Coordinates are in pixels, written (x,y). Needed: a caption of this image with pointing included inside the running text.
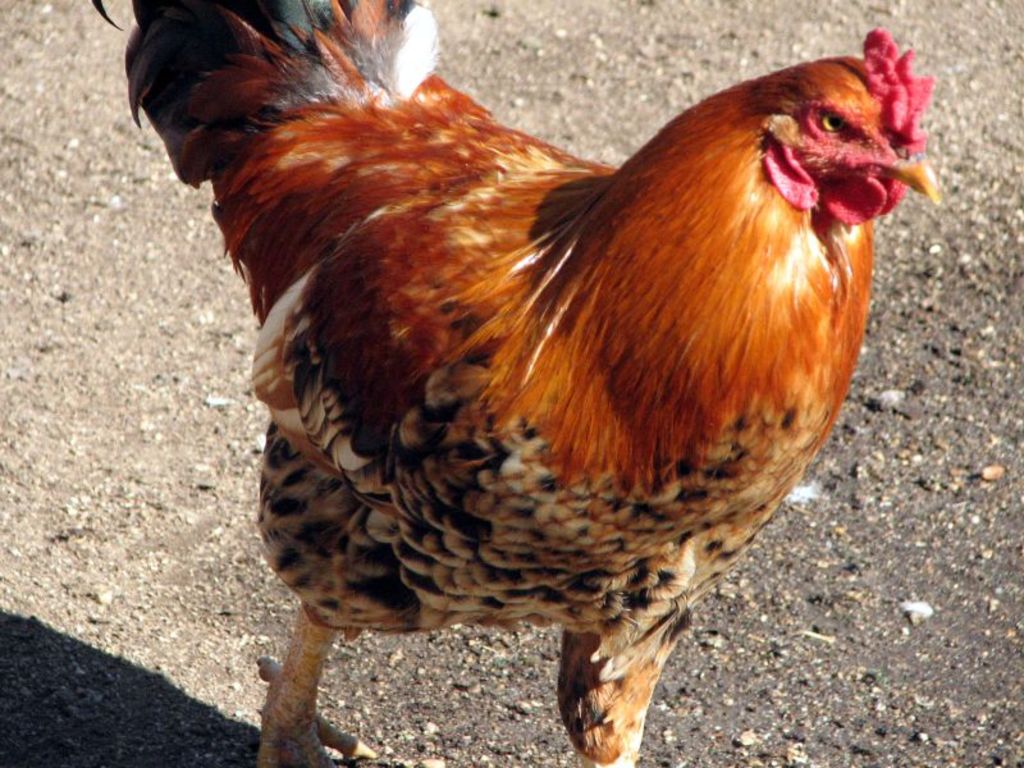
In this picture I can observe rooster (556,247). It is in brown, black and cream colors. In the background (363,662) I can observe land (225,375).
